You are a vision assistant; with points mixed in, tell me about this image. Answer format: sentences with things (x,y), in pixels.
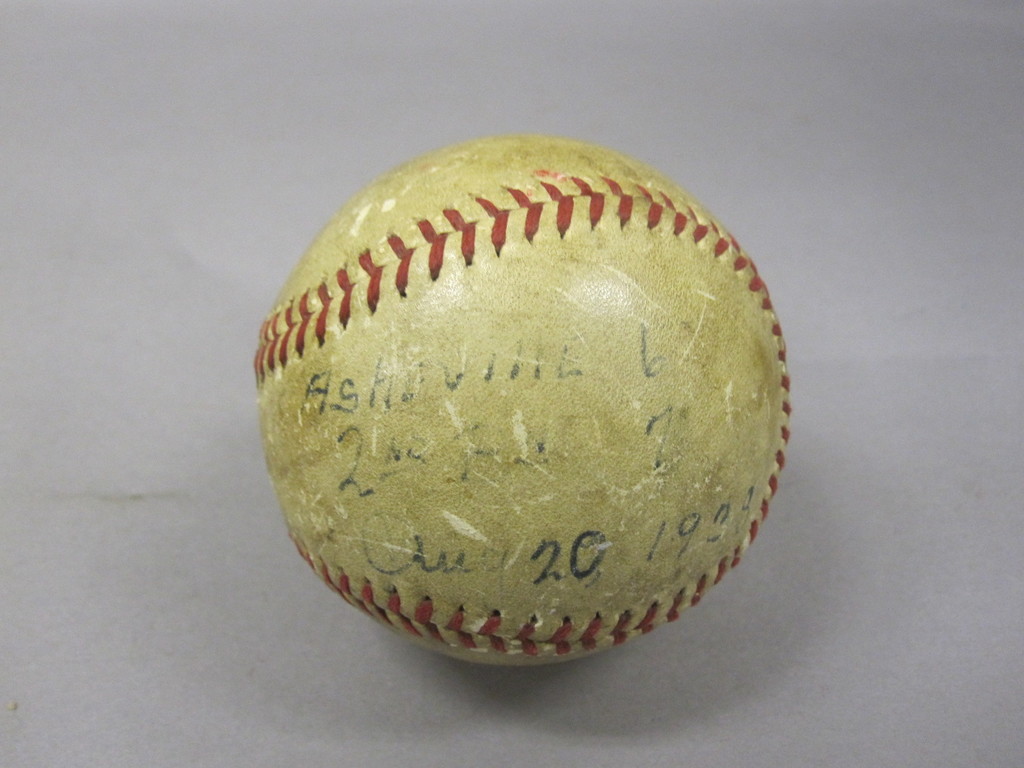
There is a ball (666,383), on which there are some designs (320,292) and texts (421,531). This ball (566,567) is placed on a white colored surface (298,213).
